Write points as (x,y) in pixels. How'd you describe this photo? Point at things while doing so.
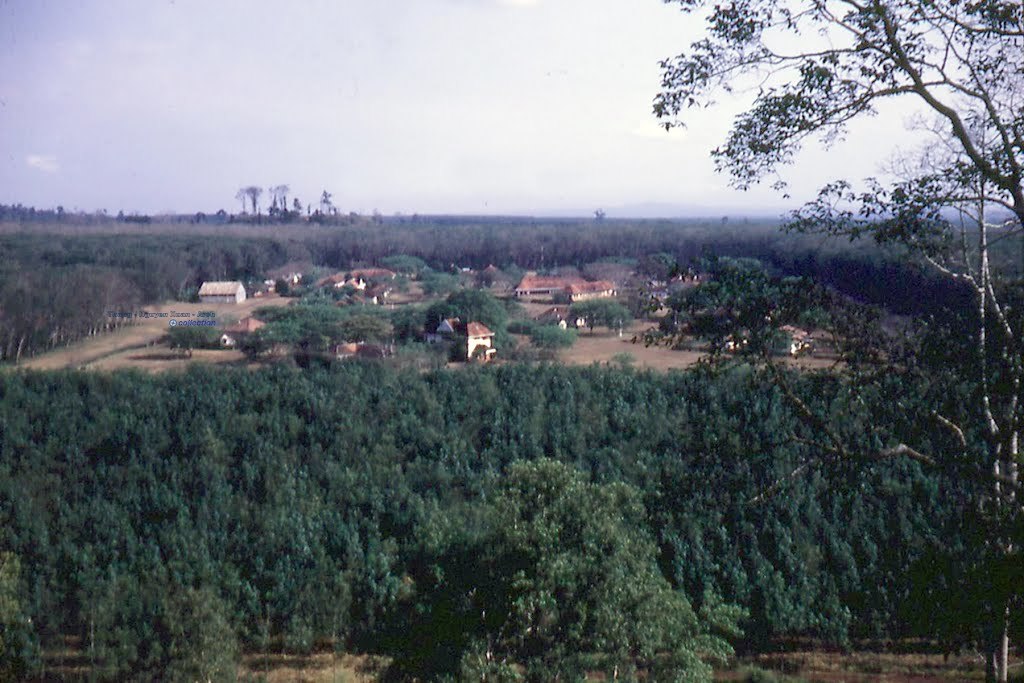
In this image I can see the ground (281,669), few trees (583,569) and few buildings (476,335). In the background (364,221) I can see few trees (287,208) and the sky (231,121).
